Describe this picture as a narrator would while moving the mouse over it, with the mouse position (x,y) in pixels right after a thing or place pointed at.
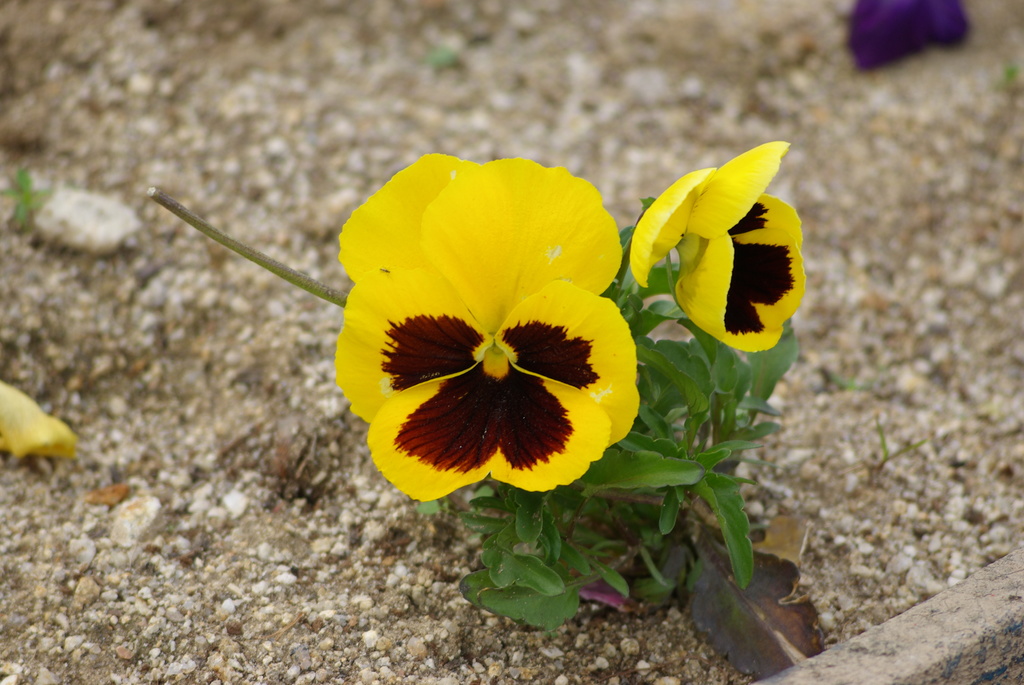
In this image, we can see yellow flowers (581,385) with plant (633,468). Here there is a ground (359,598). Top of the image (521,59), there is a blur view. Here we can see some object (59,447).
